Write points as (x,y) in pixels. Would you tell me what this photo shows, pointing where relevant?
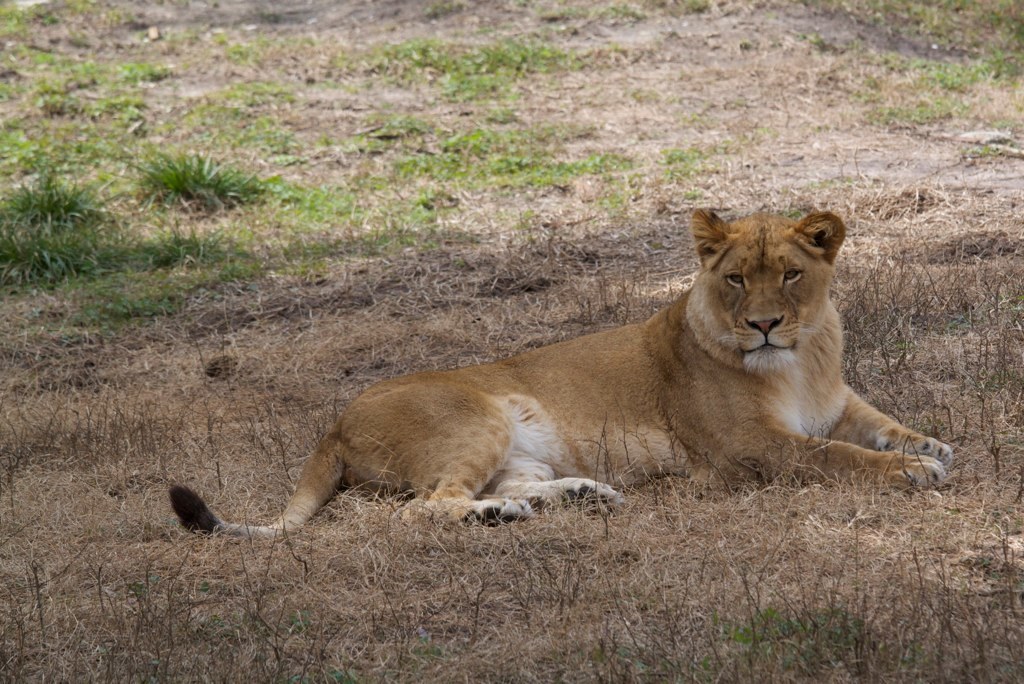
There is a brown color lion (736,303) sitting on dry grass (362,511) on the ground (850,490). In the background (295,197), there is grass (100,210) which is in green color on the ground (315,77).
